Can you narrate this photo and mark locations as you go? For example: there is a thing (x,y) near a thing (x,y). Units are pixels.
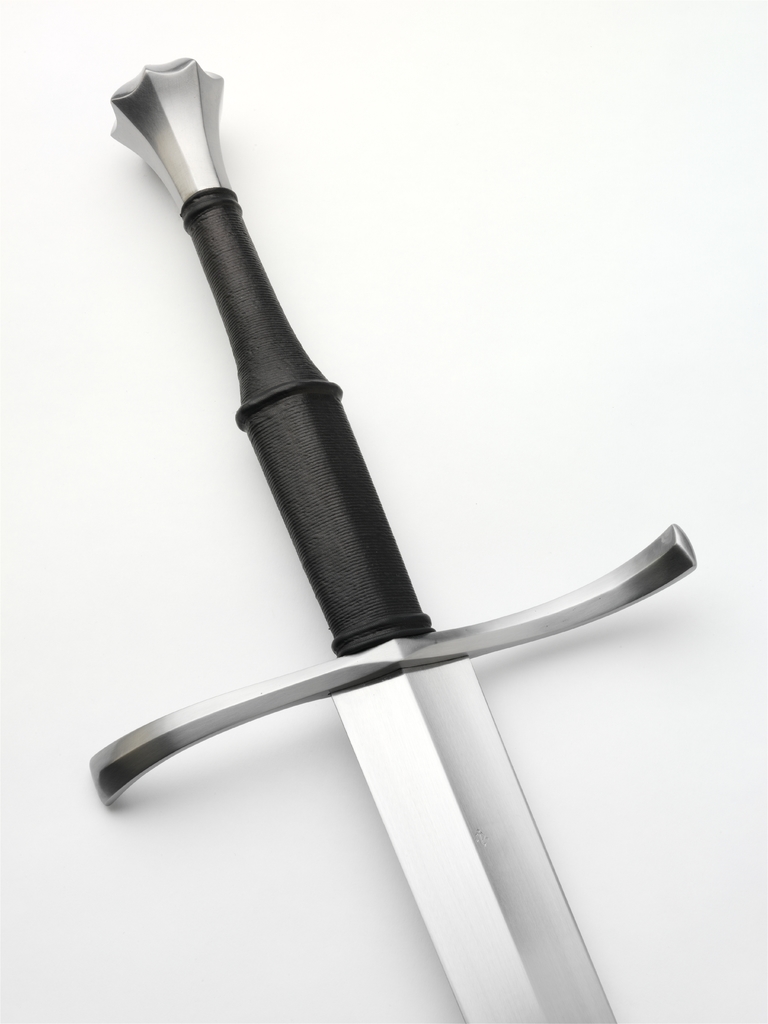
In this image, we can see a sword (242,339) on the white surface (185,403).
